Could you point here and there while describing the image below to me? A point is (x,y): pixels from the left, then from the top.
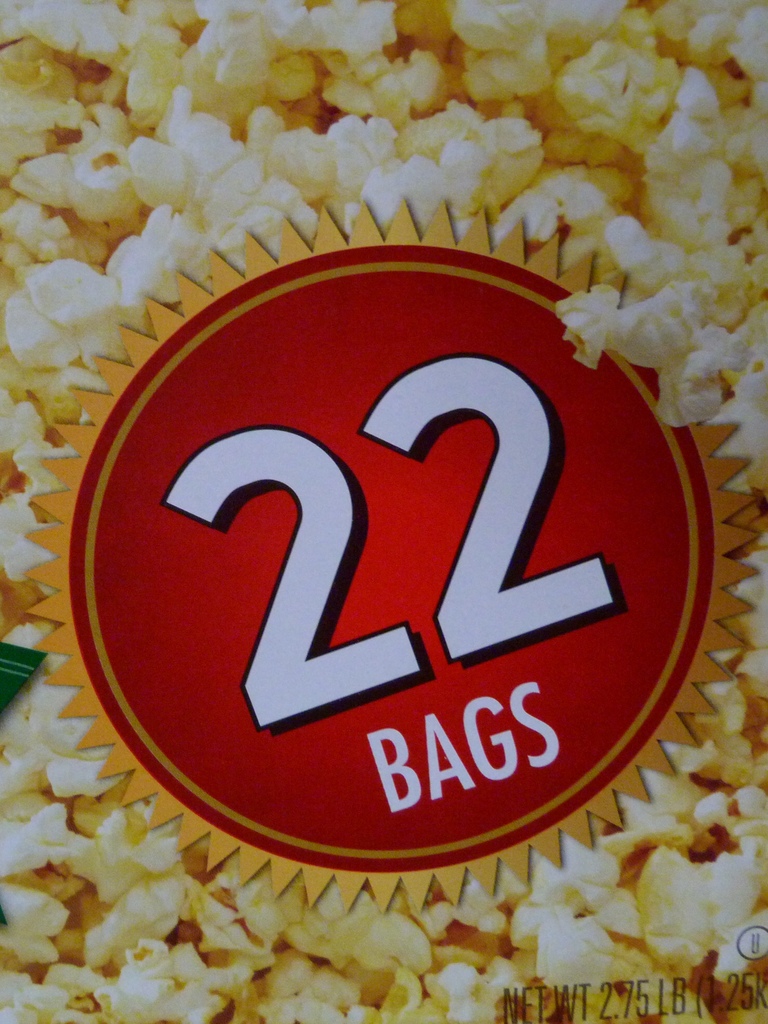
This is an advertisement. In this picture we can see the popcorns (729,736), text (520,690), logo (381,704).
